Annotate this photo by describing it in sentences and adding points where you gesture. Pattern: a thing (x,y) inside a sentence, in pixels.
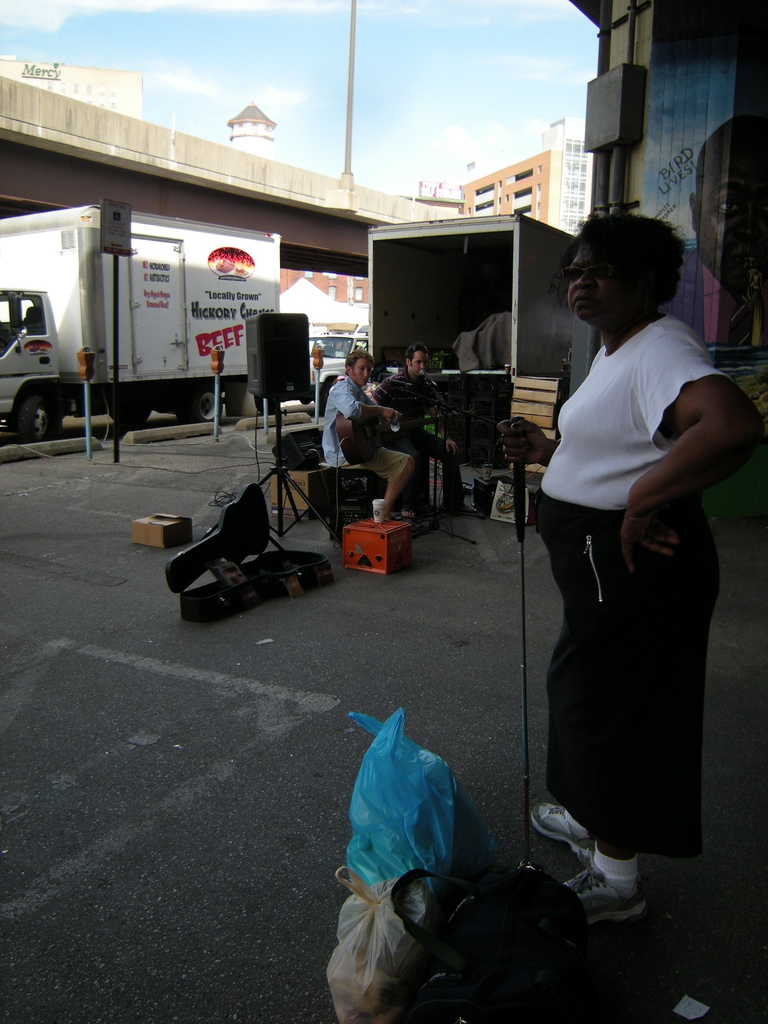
In this image I can see three persons (600,410). In front (635,590) the person (623,409) is standing and holding some object (516,531) and the person (555,475) is wearing white and black color dress (621,575) and I can see few musical instruments (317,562). In the background (147,280) I can see few vehicles (147,280), buildings (501,183) and the sky (458,53) is in blue and white color.
